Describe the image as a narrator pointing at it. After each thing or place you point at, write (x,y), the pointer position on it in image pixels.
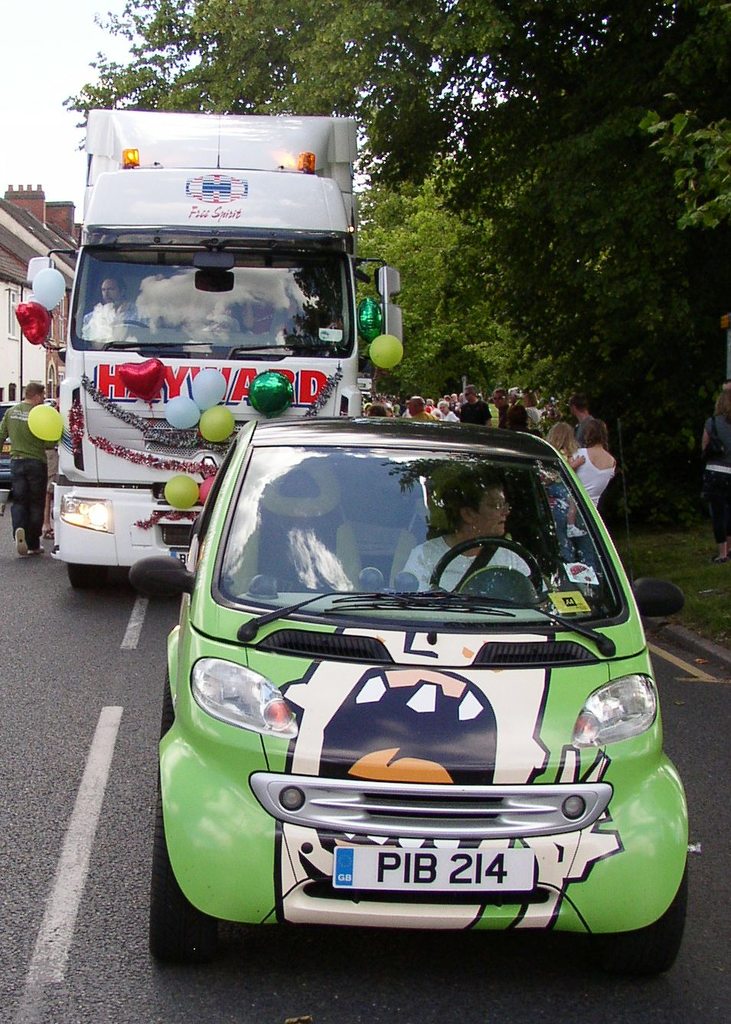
The picture is taken on streets (17,640) of a city (123,809). In the foreground of the picture (277,534) there is a car (344,488) and a truck (227,249), to the truck (204,342) there are balloons (180,422). In the center of the background (467,406) there are people (503,406) and trees (489,314). On the right (636,114) there are trees (664,38). On the left (39,235) there are buildings (21,287) and people (30,472) walking on the road (6,584).
